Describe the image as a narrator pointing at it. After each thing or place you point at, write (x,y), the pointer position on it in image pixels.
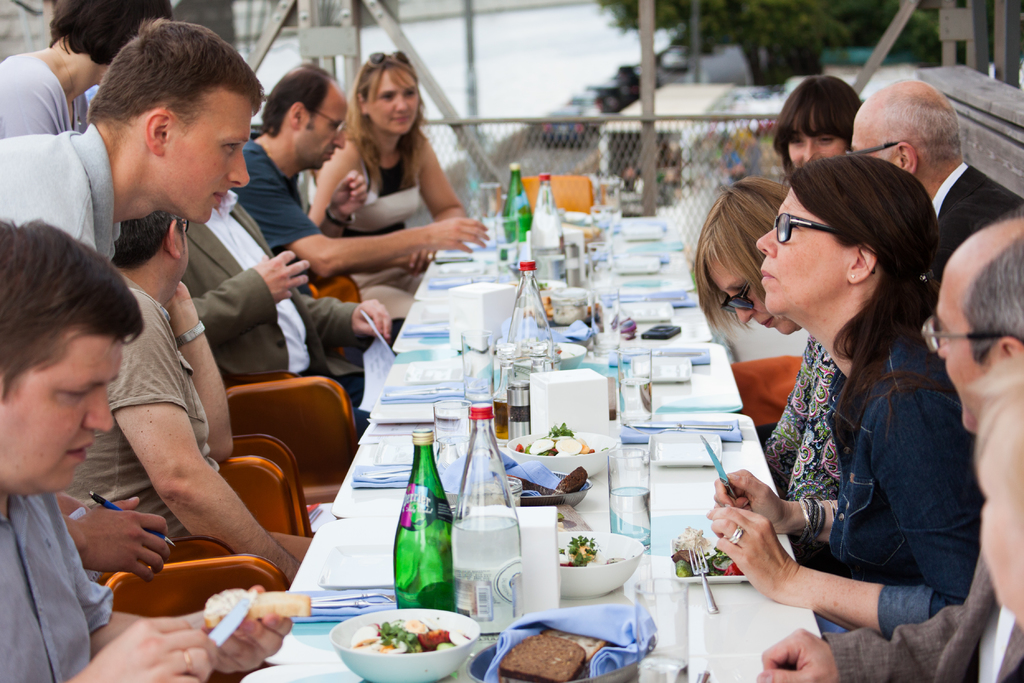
Most of the persons (820,371) are sitting on a chair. On this table (448,560) there are bottles (494,563), fork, bowls (602,568), glasses (601,304) and plate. This man (24,517) is holding a bread (282,597) and knife (250,602). This man (118,522) is holding a pen (119,508). Far there are vehicles (626,84) on road (542,155). This is tree (752,28). This is a freshwater river (599,28).
